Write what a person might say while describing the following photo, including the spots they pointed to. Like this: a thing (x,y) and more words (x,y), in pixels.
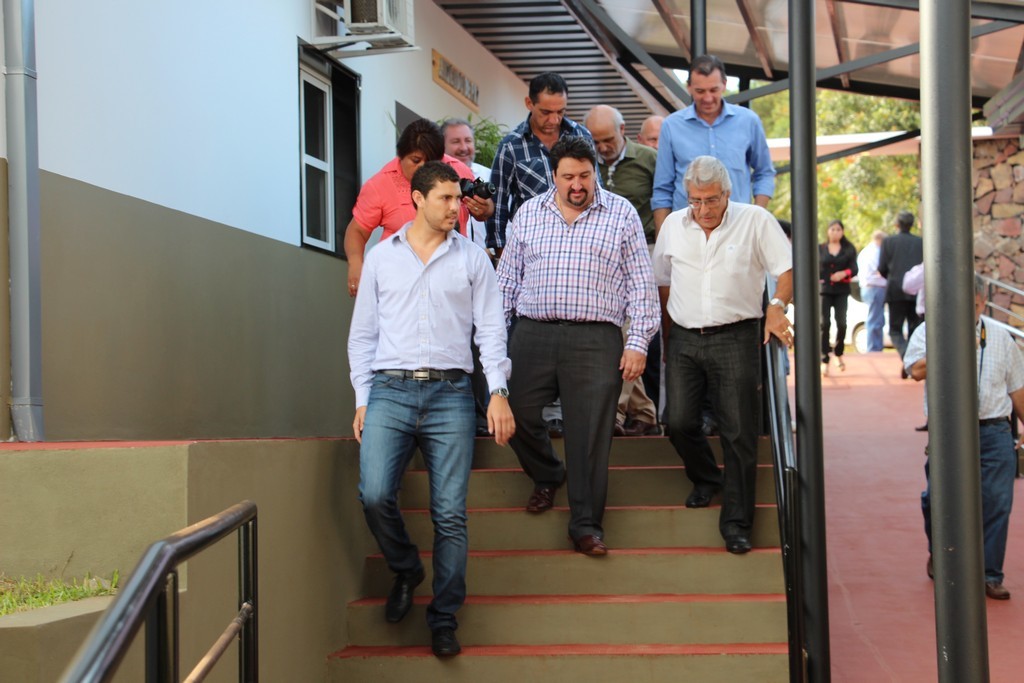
In this image I can see people (605,278) walking down the stairs (585,646). There is railing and a building (322,145) on the left (317,126). It has a window (315,126) and a pipe (31,121). Other people (1023,449) are present on the right (876,282) and there is a car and trees (838,185) at the back (854,179).
